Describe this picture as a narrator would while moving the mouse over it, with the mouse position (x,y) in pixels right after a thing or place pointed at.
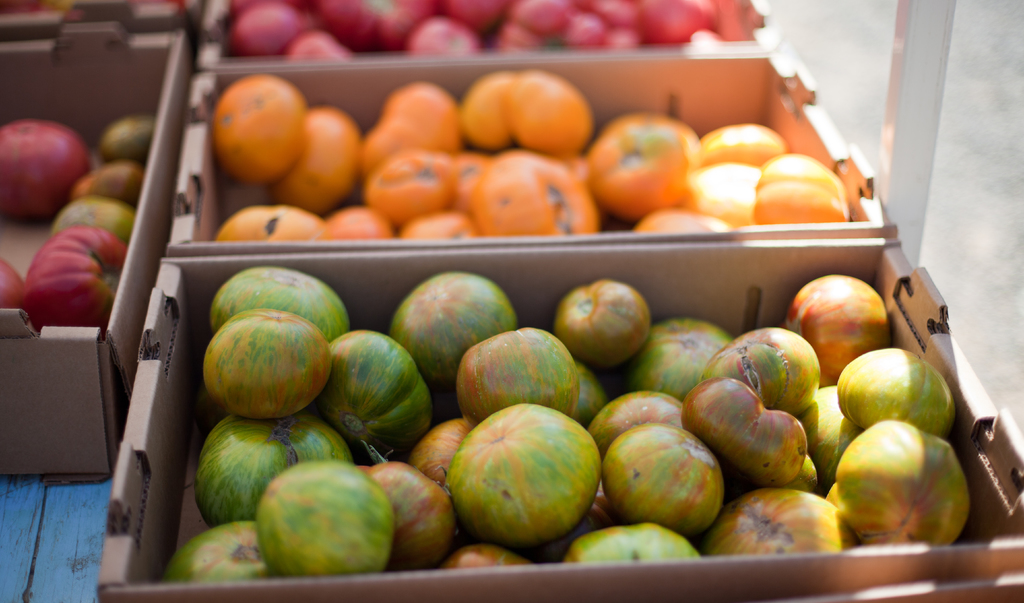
In the image we can see some baskets (190,590), in the baskets (503,57) there are some fruits (606,162). In the top right side of the image (929,48) there is a pole (891,198).
